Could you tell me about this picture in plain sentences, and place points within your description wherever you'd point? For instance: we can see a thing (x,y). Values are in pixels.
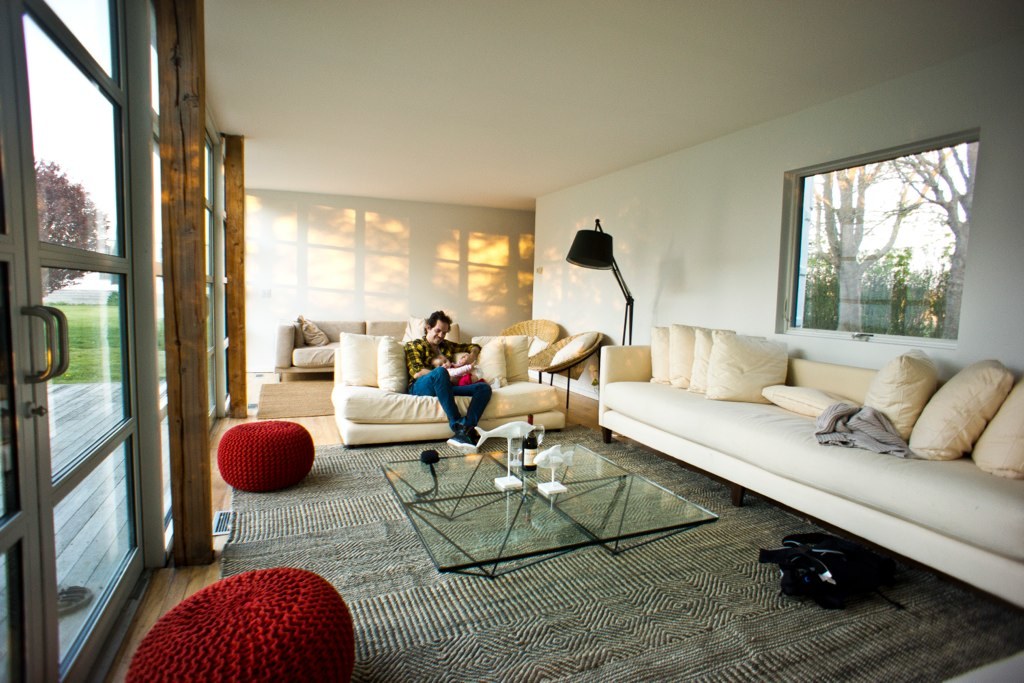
In this image, one person (420,381) holding a baby (458,369) sitting on the sofa (421,418). There is a sofa (712,418) contains pillows (733,398). There is a table (524,488) in front of the person (439,345). This person (432,357) wearing colorful clothes (457,387) and footwear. There is a window (854,302) attached to the wall (734,288). There is a lamp (609,248) in front of the wall (641,236).
